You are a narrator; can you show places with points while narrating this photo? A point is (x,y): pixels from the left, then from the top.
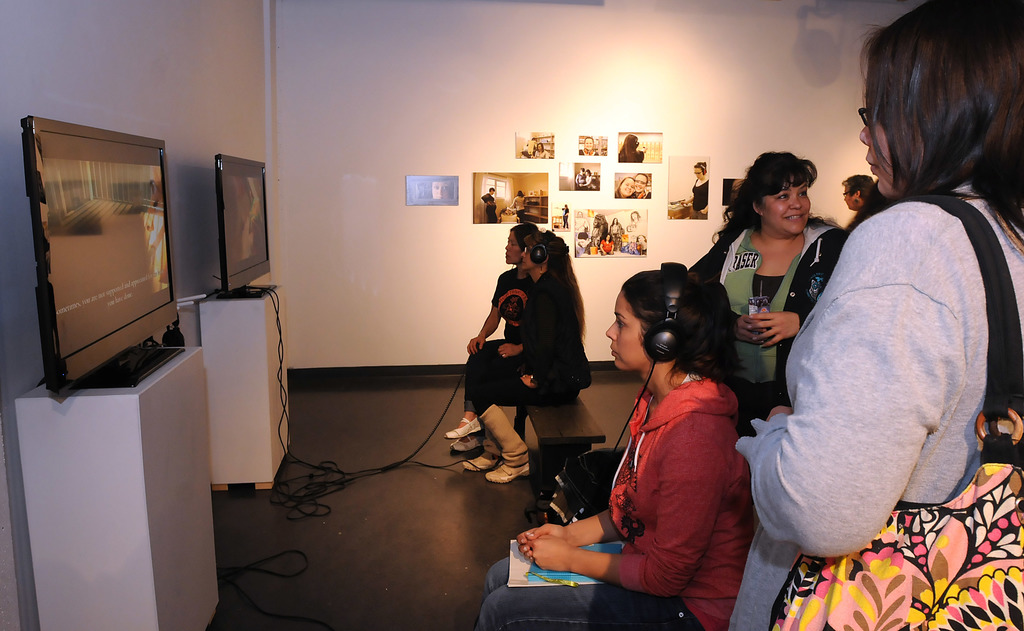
In this image there are three women (627,356) sitting on the bench (589,420), there are two women (570,354) wearing headphones (677,341), there is floor (386,498) towards the bottom of the image (424,539), there are monitors (259,239), there are wires (340,483), there are three women (788,357) standing, there is a woman (770,296) holding an object (762,282), there is a wall (437,100) towards the top of the image (369,91), there are photo frames (563,206) on the wall (599,130).
